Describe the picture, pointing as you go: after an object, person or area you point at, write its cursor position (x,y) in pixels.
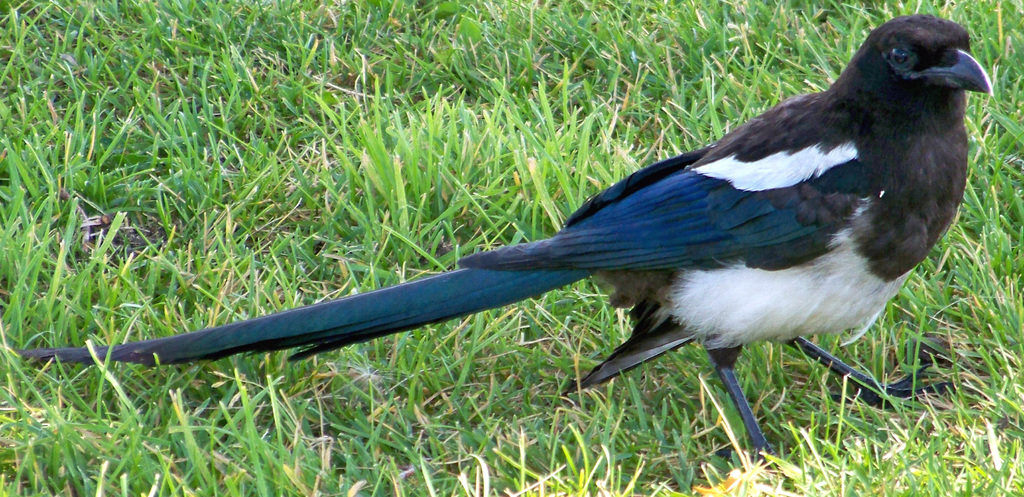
In this image, I can see a bird (823,272) standing. This is the grass (37,278), which is green in color.
